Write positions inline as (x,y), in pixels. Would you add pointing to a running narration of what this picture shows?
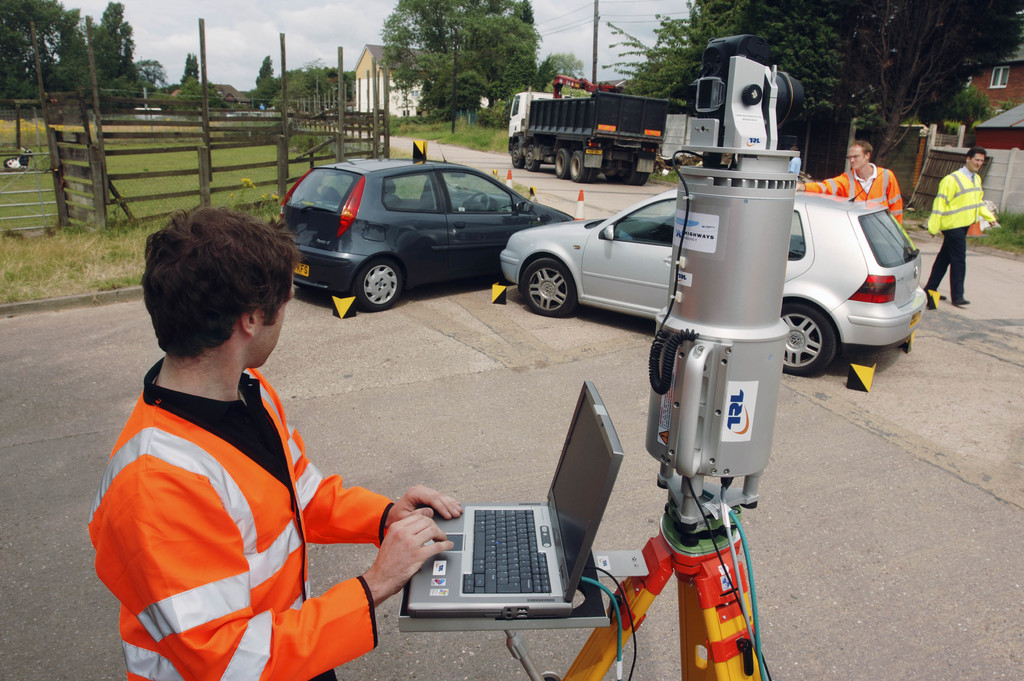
Here in this picture in the front (211,427) we can see a person (226,427) wearing an apron (206,440) and standing on the road (607,545) and in front of him we can see a machine (694,245) with camera (752,101) on the top of it present on a stand (723,635) and we can also see a laptop (613,475) present in front of him and he is handling the laptop (486,554) and beside that we can see a couple of cars (463,277) present on the road (623,379) and we can also see other people (946,203), wearing apron (848,181) and standing and walking on the road (629,480) and we can also see a truck (636,162) present and beside that we can see a wooden railing (82,156) present, as we can see the ground (16,178) is fully covered with grass (299,173) and in the far we can see houses (399,111) present and we can see plants (503,126) and trees (446,119) present and we can see the sky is fully covered with clouds (548,46).
